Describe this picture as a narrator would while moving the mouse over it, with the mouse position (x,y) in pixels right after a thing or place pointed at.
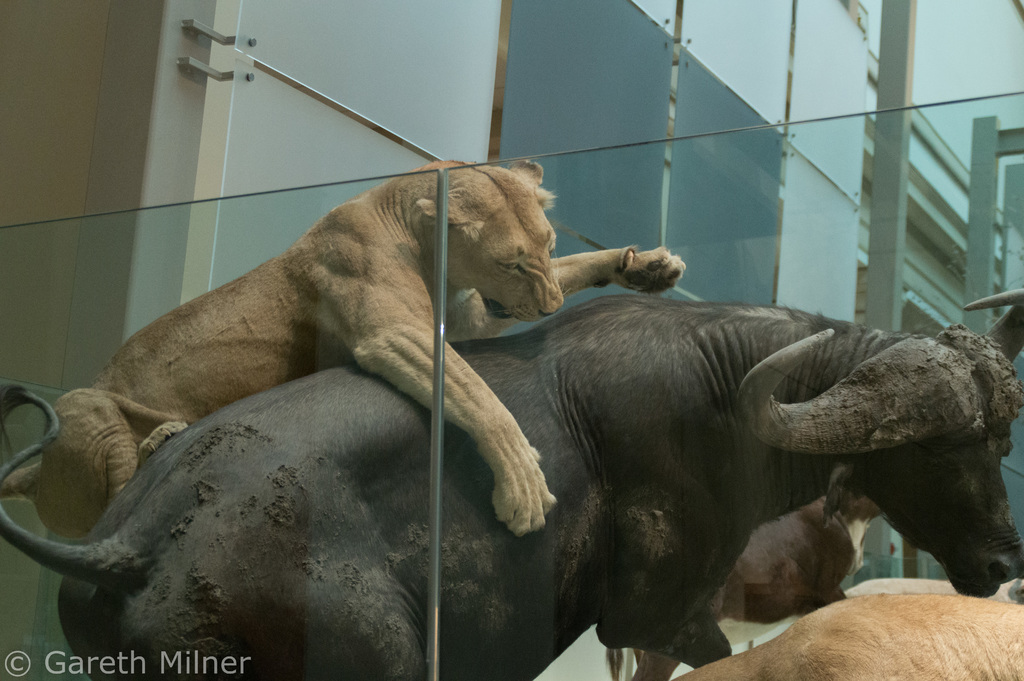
This image consists of animals (661,527). There is building (182,150) in the middle (591,228).
